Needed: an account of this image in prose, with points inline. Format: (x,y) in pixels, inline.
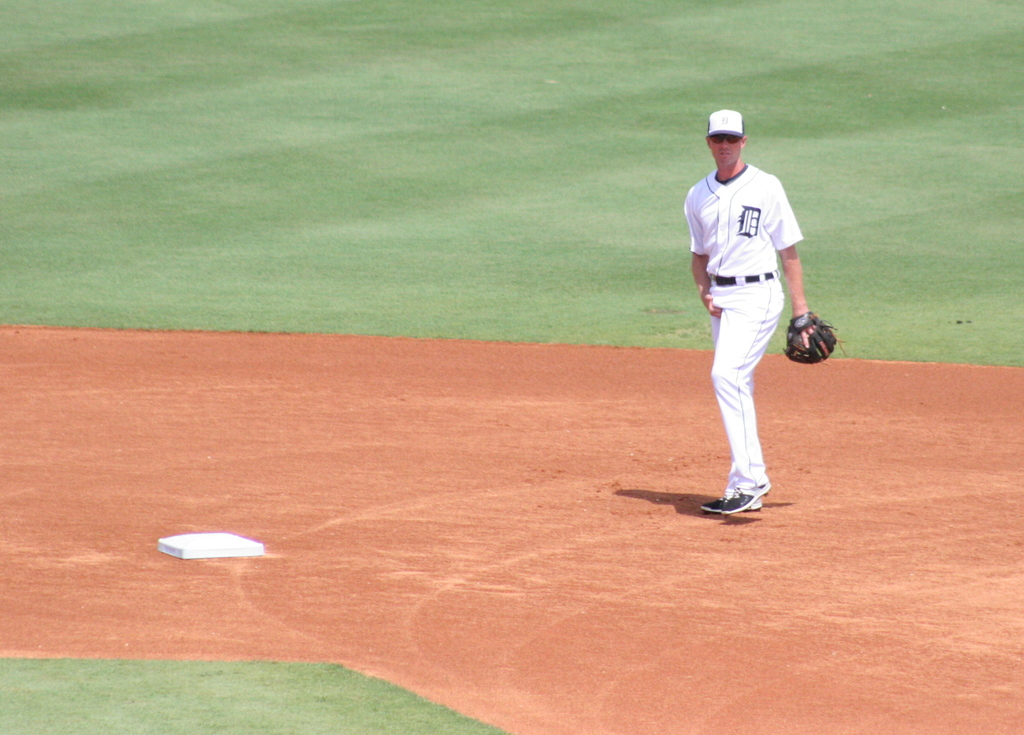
In the foreground of this image (725,344), there is a man (743,469) in white dress (762,459) walking on the ground (757,556). In the background (429,68), and bottom of the image (266,695) having grass (281,713).
